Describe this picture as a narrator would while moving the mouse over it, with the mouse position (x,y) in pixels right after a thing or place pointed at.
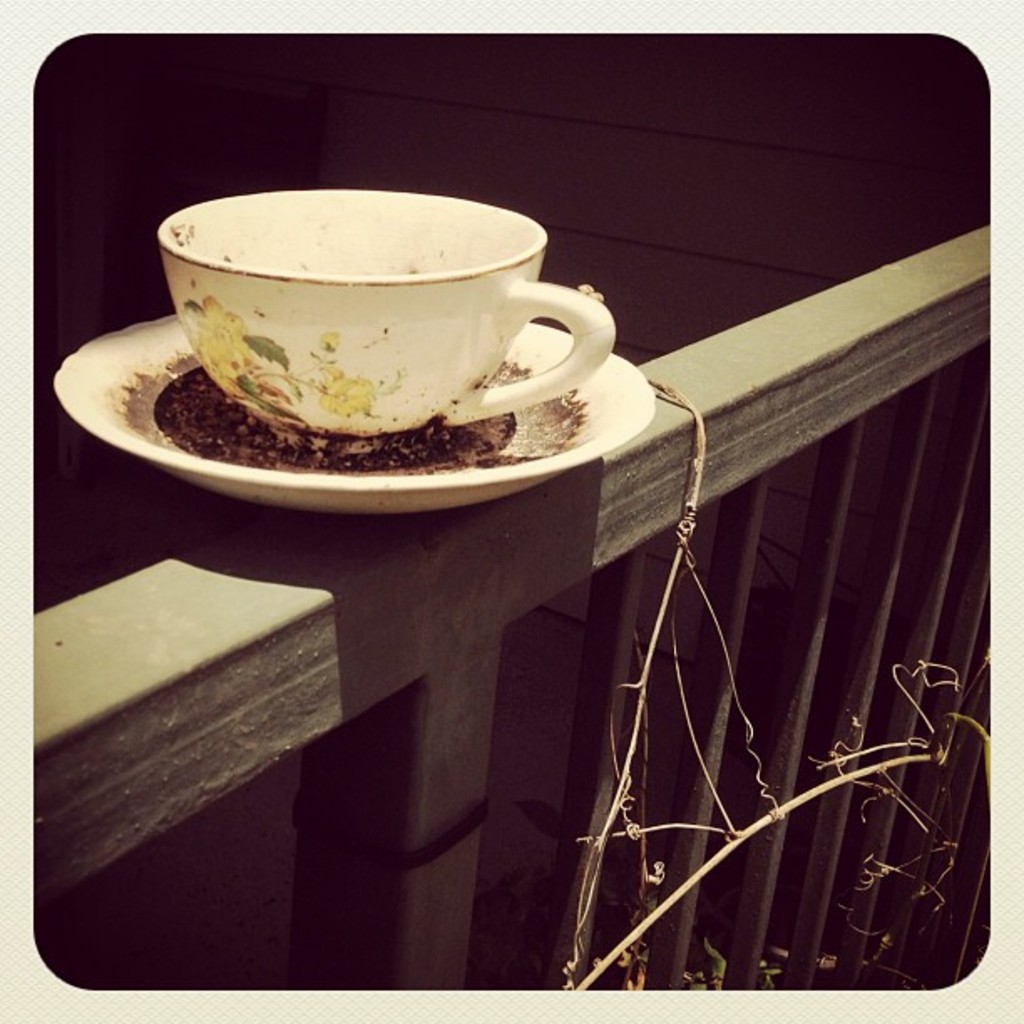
In the image we can see saucer (461,448) and the cup (391,401). Here we can see the fence (517,572) and the wall (677,155).
